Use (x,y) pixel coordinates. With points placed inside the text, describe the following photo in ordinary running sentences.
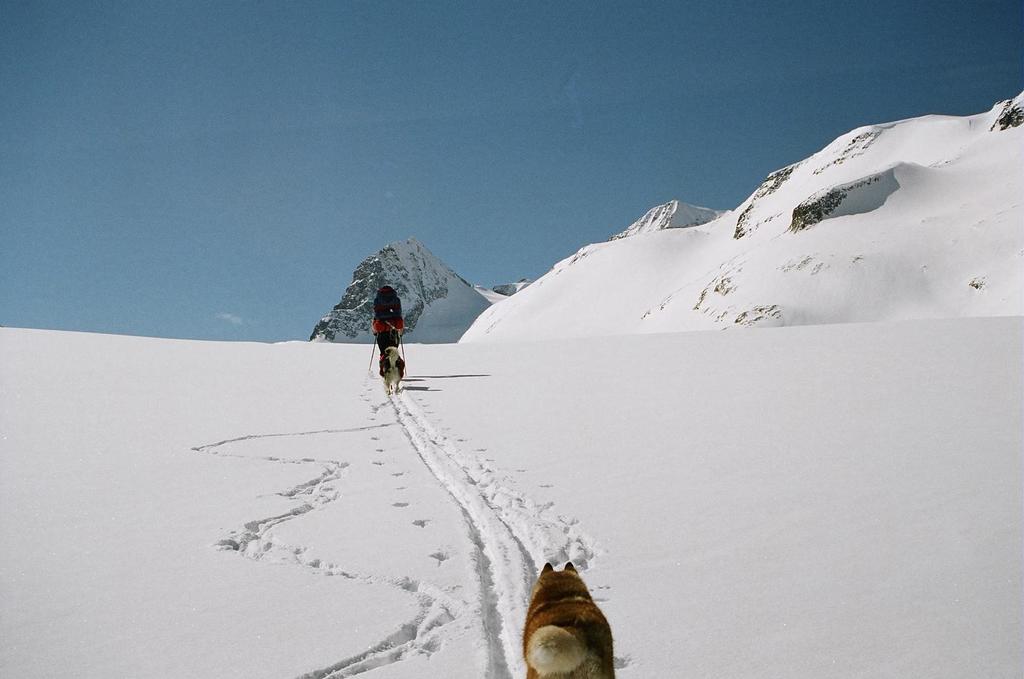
At the bottom of the picture (581,583), we see a brown dog (572,639). In the middle (387,346), we see a person (398,339) is standing and the person (380,330) is holding the skiing sticks (375,343). Behind the person (392,317), we see a dog (397,355). At the bottom (405,479), we see the snow (379,392). On the right side (901,235), we see the hills (903,184) which are covered with the snow (762,283). At the top (199,112), we see the sky (352,135), which is blue in color.
